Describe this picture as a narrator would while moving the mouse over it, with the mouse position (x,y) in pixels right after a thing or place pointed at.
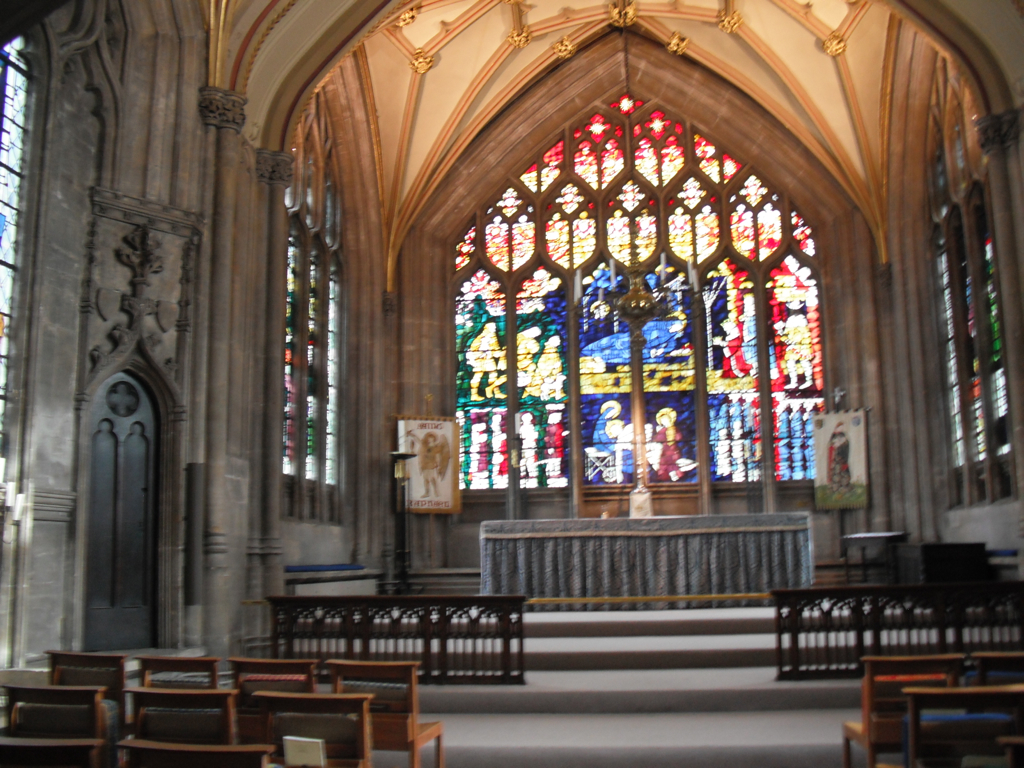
In this image I can see there is an interior view of a church (655,621) and there are few wooden benches (179,685), tables (662,589), there are windows (10,115) with stained glasses (489,315) attached to it. There are a few pillars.
